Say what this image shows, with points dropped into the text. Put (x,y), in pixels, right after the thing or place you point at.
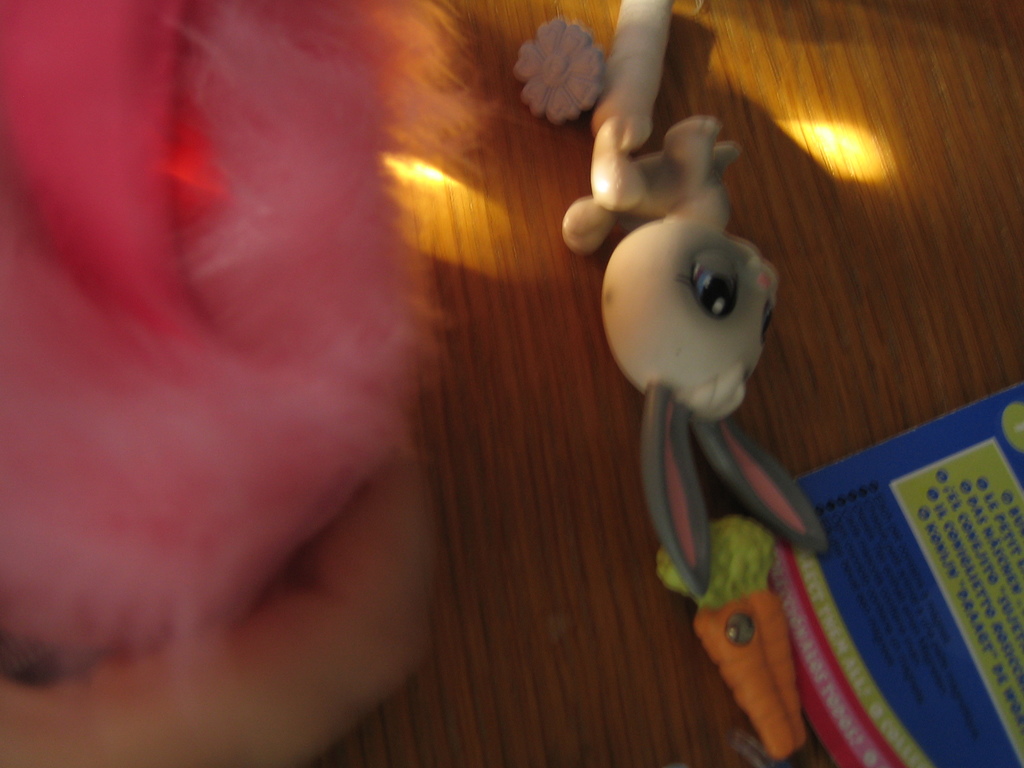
In this picture I can see the toys (652,320) on the wooden surface (589,265).
